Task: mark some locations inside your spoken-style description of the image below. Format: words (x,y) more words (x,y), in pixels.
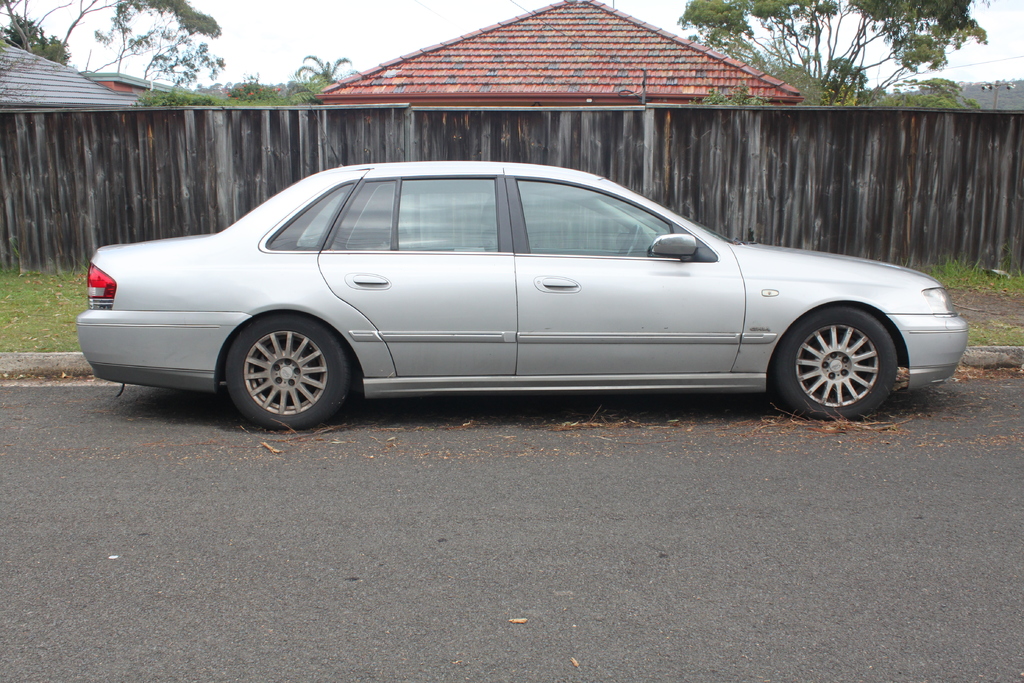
In the center of the image (352,290) there is a car (406,352) on the road (562,562). In the background (65,205) there are sheds (765,90), fence (837,122), trees (861,65) and sky (414,42).
